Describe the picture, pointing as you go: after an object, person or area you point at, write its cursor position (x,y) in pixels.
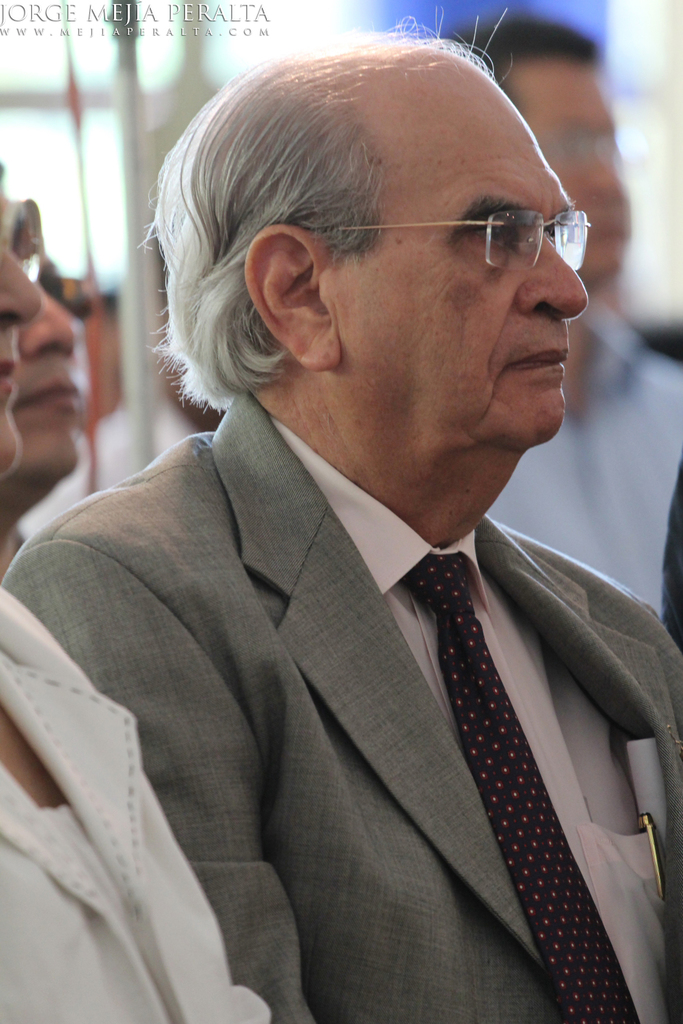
In this image there are a few men (354,615). In the center (262,487) there is an old man (379,632). He is wearing a suit (342,804). There is a pen (649,834) in his pocket (601,863). The background (572,62) is blurry. In the top left (131,32) there is text (112,32) on the image.
